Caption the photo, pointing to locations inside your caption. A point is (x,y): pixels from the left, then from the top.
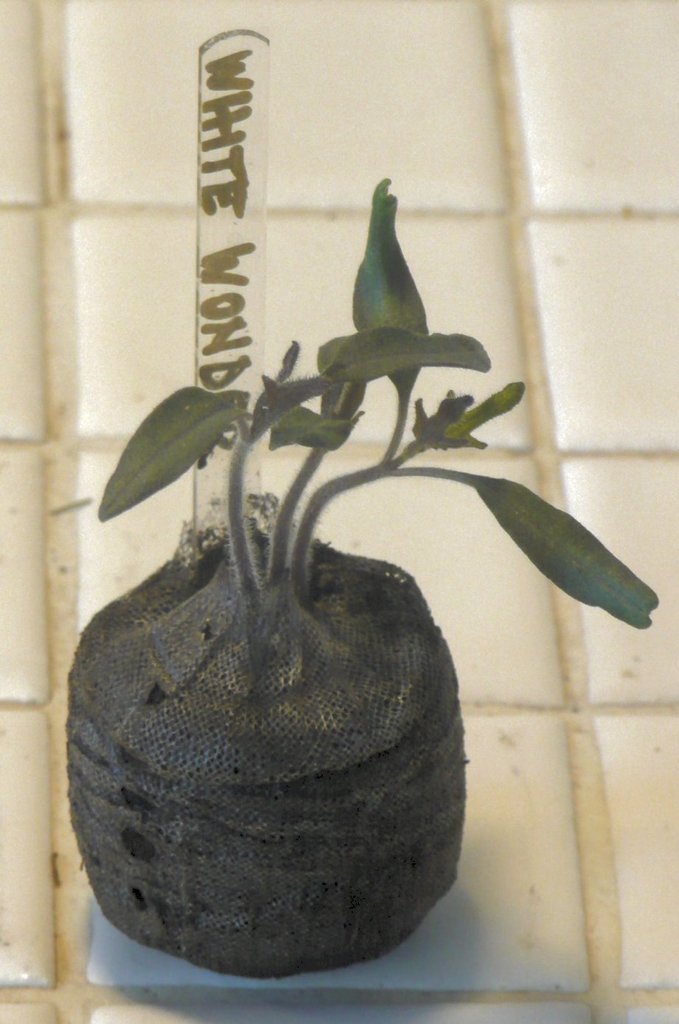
In this image we can see a plant (237,500) with name board (208,459) placed on the floor (465,950).
